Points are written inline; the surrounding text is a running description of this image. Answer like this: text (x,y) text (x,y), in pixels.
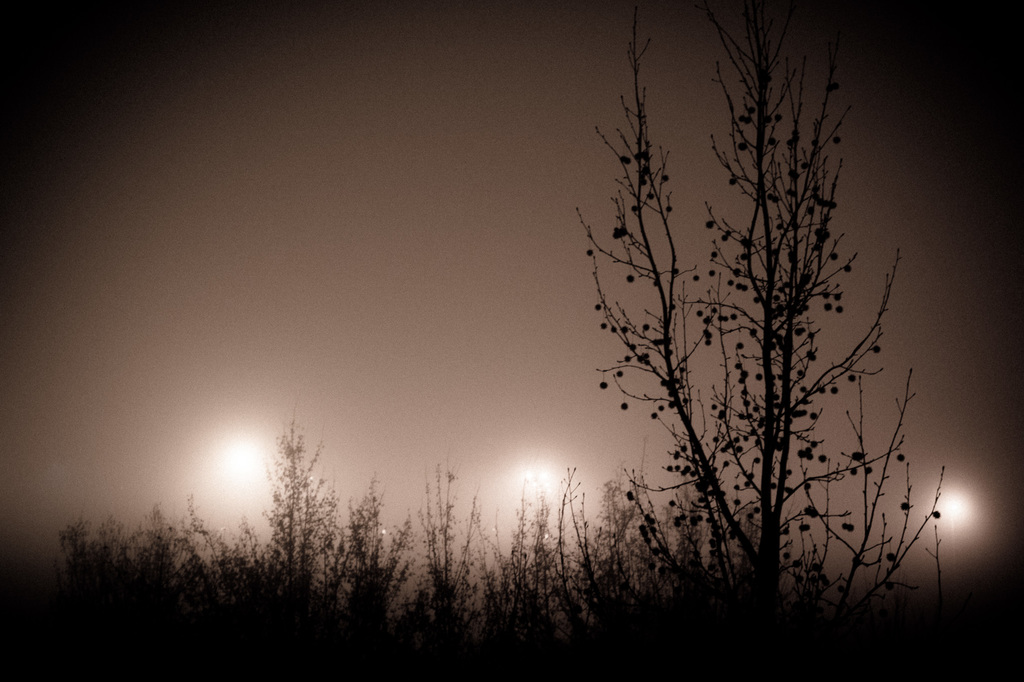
In this image we can see plants (673,511), trees (753,436), lights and sky (291,162).
